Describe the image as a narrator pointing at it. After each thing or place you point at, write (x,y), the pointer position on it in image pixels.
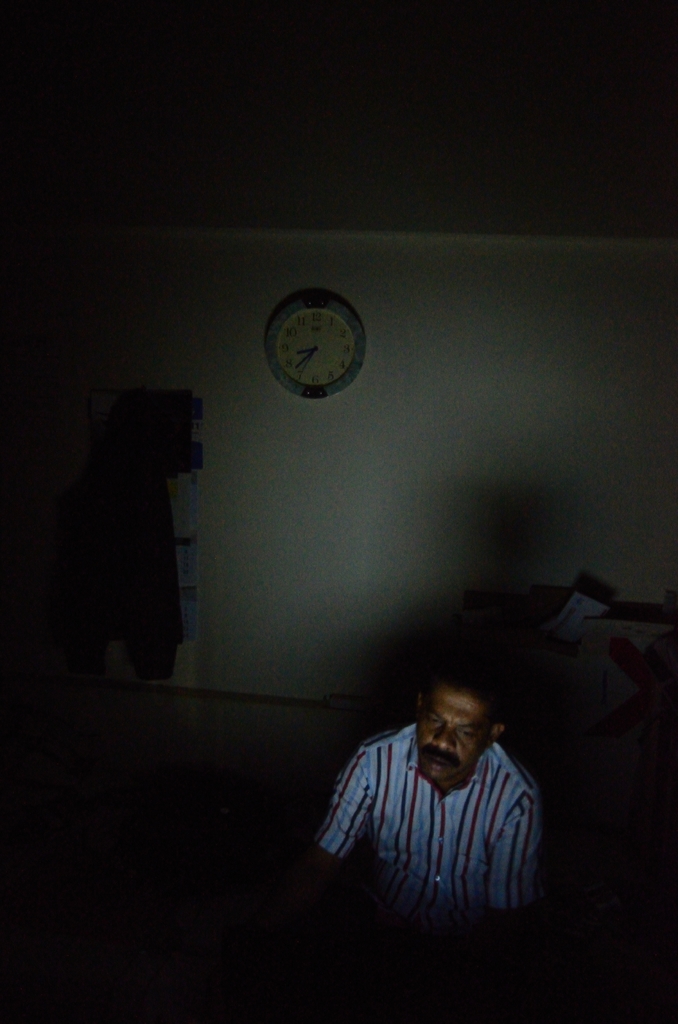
The picture is taken inside a room (591,204). In the foreground (441,799) we can see a person (392,749). In the middle (399,578) there is a wall (251,274) and a clock (270,368). At the top (231,87) it is dark.
